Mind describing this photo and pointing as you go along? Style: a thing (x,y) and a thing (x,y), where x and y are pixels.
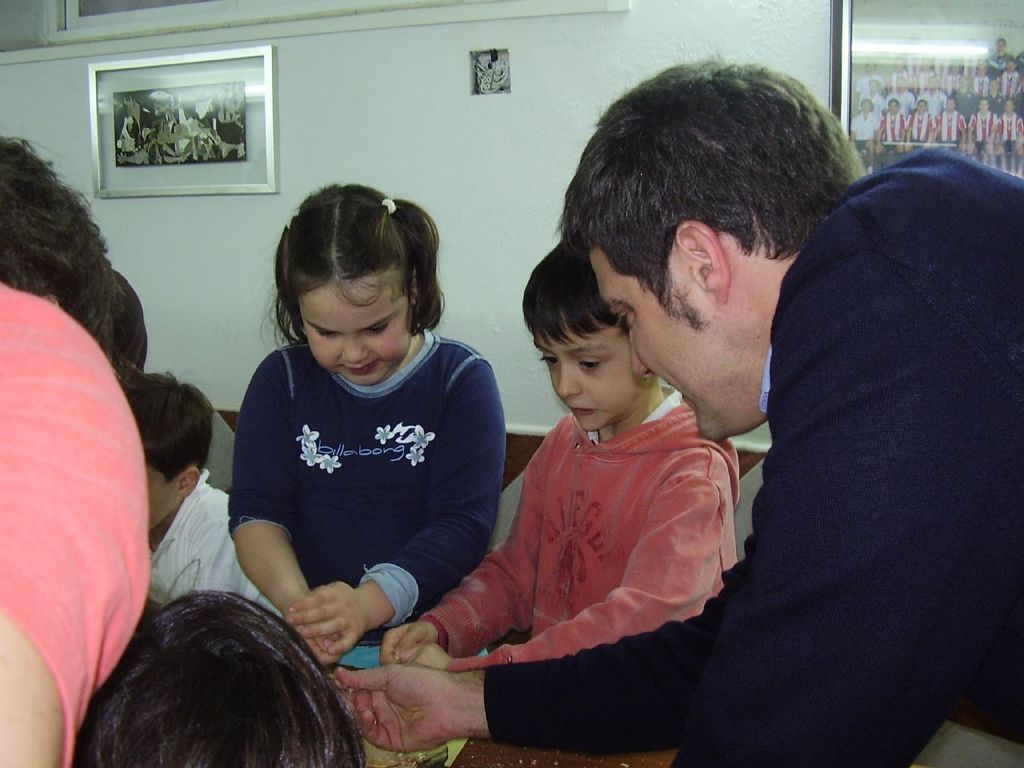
In this image we can see few people (536,553) and in the background (474,123) there are photo frames (873,87) to the wall (574,81).
